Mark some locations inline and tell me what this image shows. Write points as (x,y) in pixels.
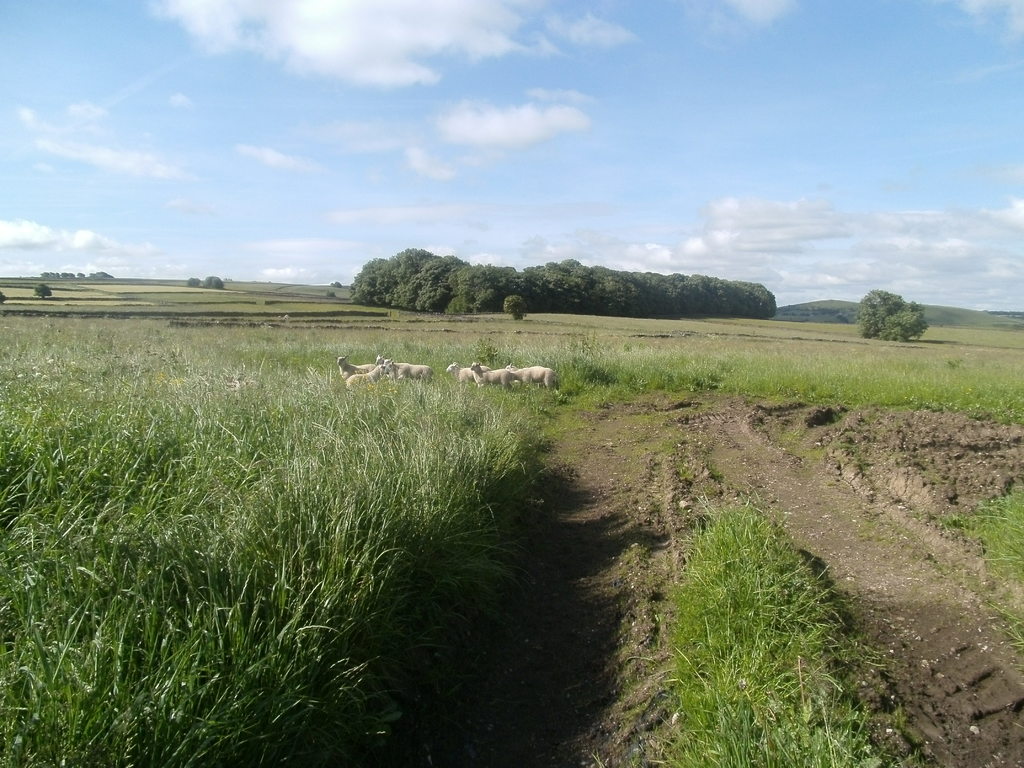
In the middle (351,374) I can see herds of animals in a farm (452,386) and grass (701,386). In the background (862,265) I can see trees (651,289), mountains (827,308), plants (72,385) and the sky (345,267). This image is taken may be in a farm (173,486) during a day.
